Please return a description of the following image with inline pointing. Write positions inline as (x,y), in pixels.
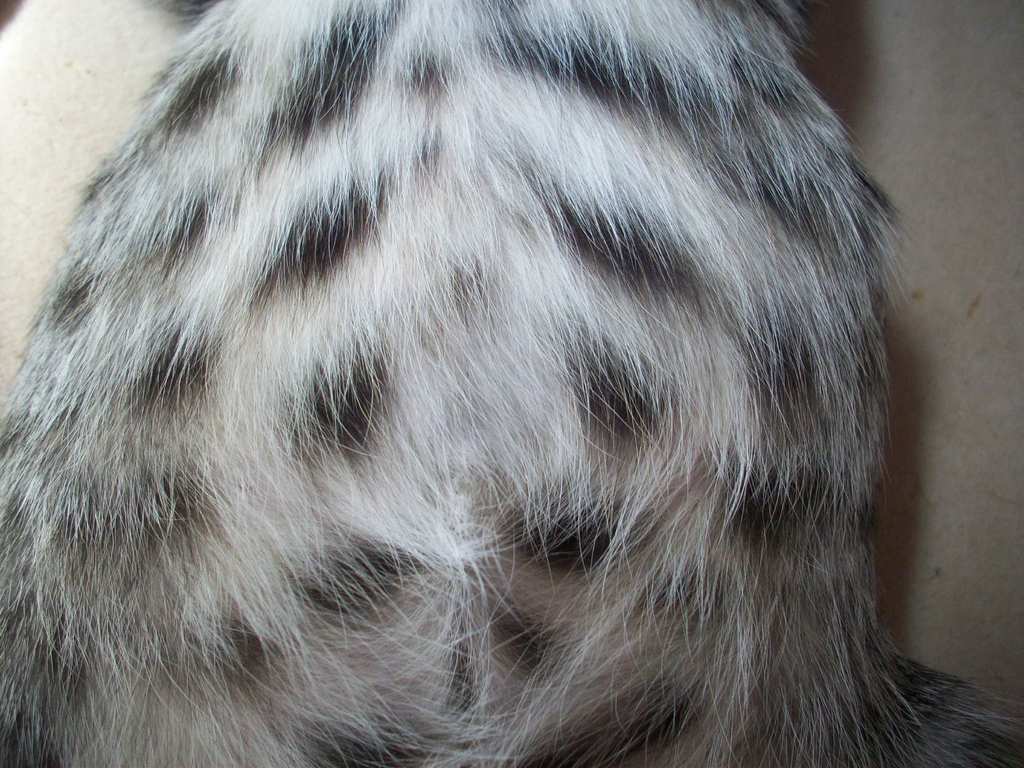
In the foreground of this image (590,414), there is fur (565,475) of an animal (656,503) and there is a creamy background (957,379).
